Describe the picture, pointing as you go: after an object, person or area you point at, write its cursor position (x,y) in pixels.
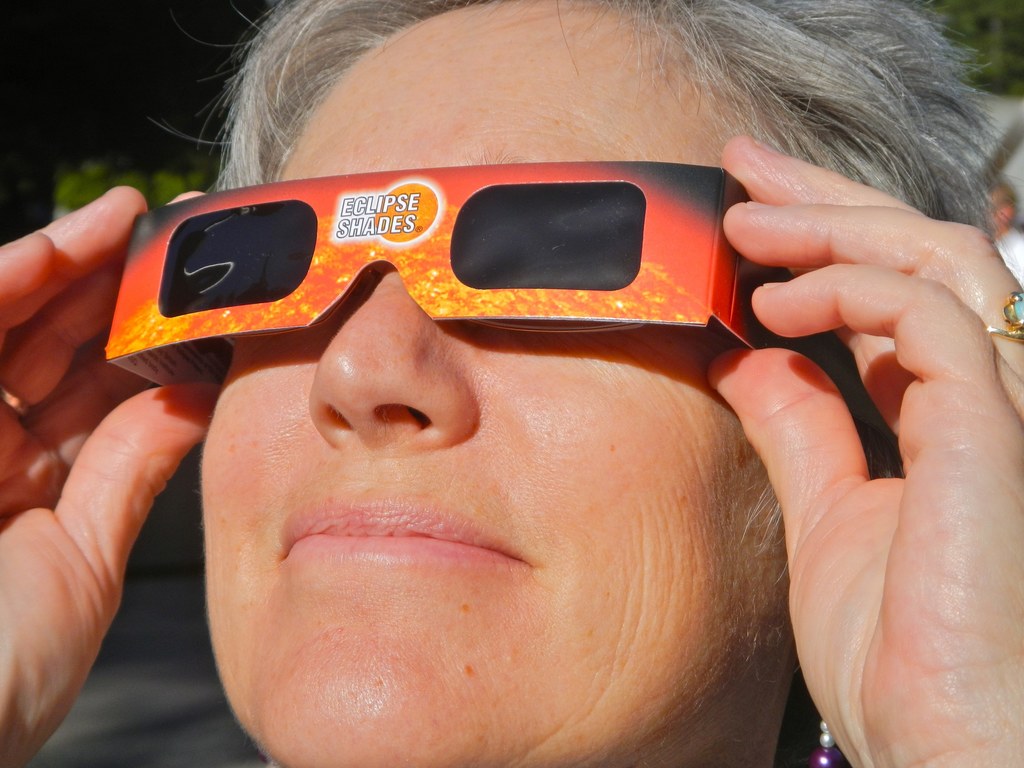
In this image there is a person (490,504) with shades (592,281) on her eyes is staring at something.
